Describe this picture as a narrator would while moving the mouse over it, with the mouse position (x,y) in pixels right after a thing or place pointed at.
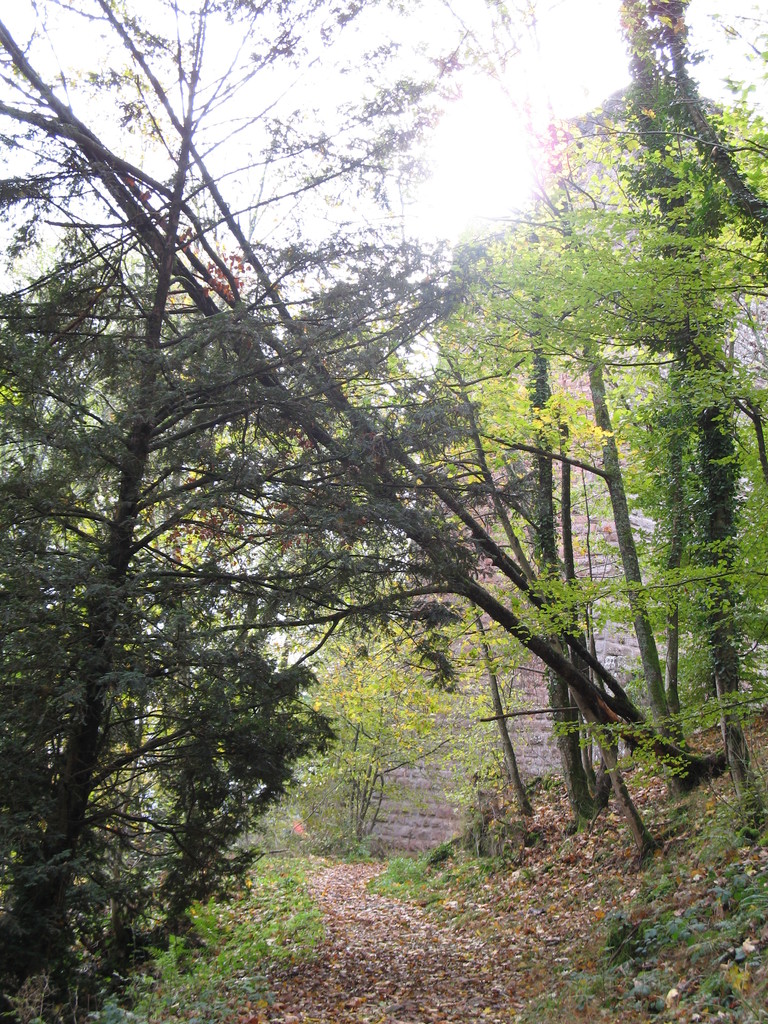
In the picture we can see a path (359,951) with dried leaves (394,943) and besides on the either sides we can see grass (256,948), plants (213,907) and trees (409,733).
